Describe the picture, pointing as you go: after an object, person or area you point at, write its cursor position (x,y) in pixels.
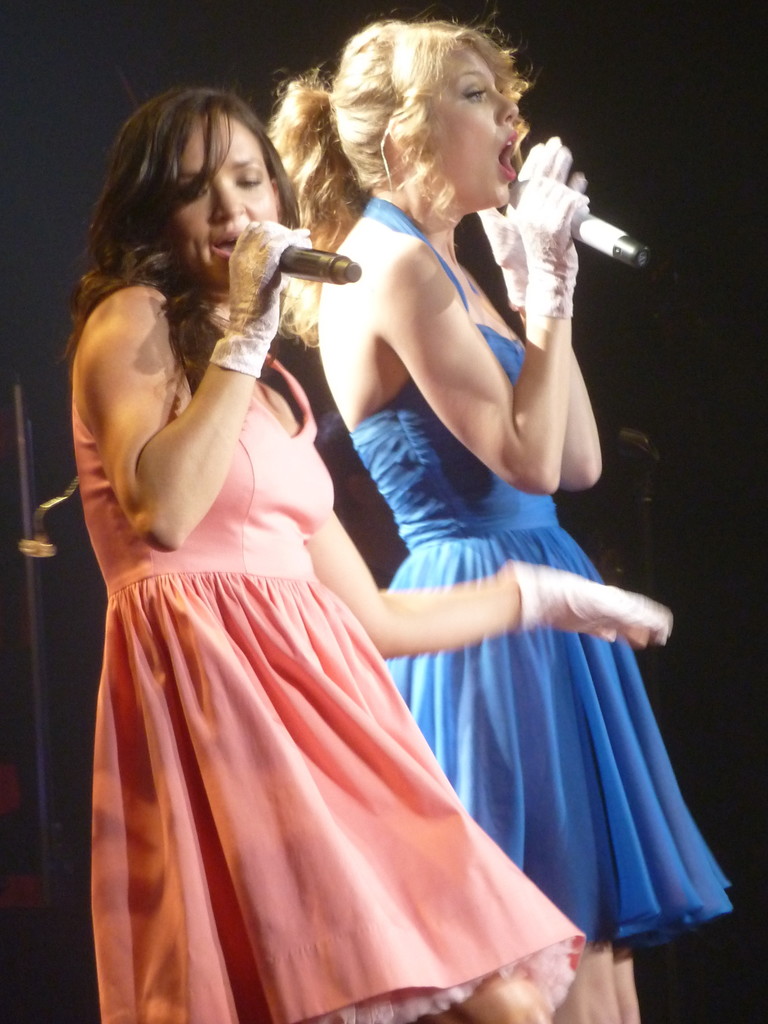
In this image we can see there are two woman (507,733) sings and are holding a microphone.
